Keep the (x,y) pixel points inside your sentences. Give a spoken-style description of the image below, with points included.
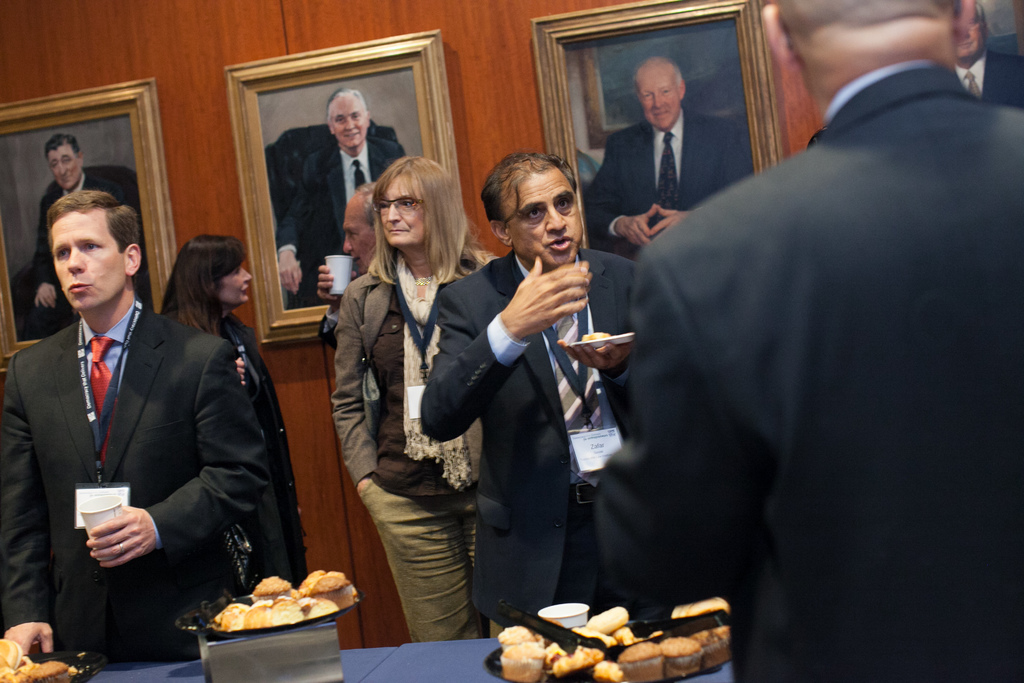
In this image there are group of persons (526,367) standing, and in the center (529,327) the person (531,307) who is standing and he is talking and he is holding a saucer (582,346). On the left side (163,410) the person (124,505) who is standing and he is holding a cup (117,516), at the bottom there is a table (417,649). On the table (449,649) there are some cupcakes (690,652) and cookies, in the background (731,111) there are some photo frames (329,139) on the wall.
